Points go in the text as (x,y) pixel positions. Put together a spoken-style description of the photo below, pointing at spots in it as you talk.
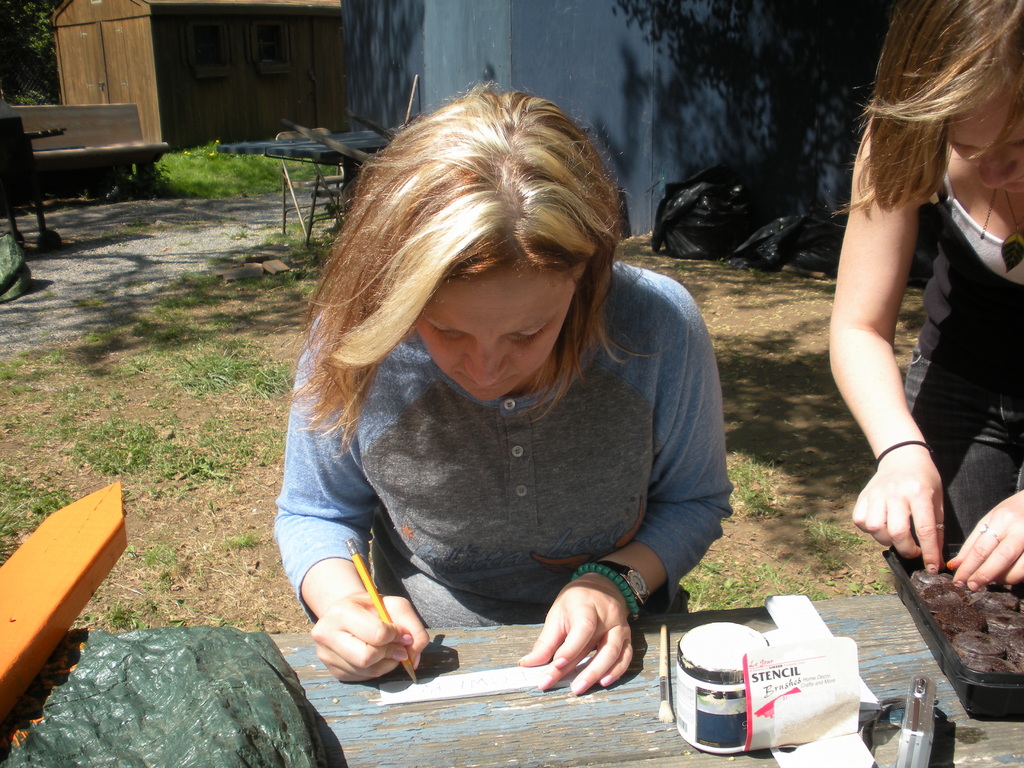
In this picture there is a girl (455,392) in the center of the image (398,434), she is writing and there is another girl (920,455) on the right side of the image (1010,158), there is a house (238,91) at the top side of the image (174,66).
